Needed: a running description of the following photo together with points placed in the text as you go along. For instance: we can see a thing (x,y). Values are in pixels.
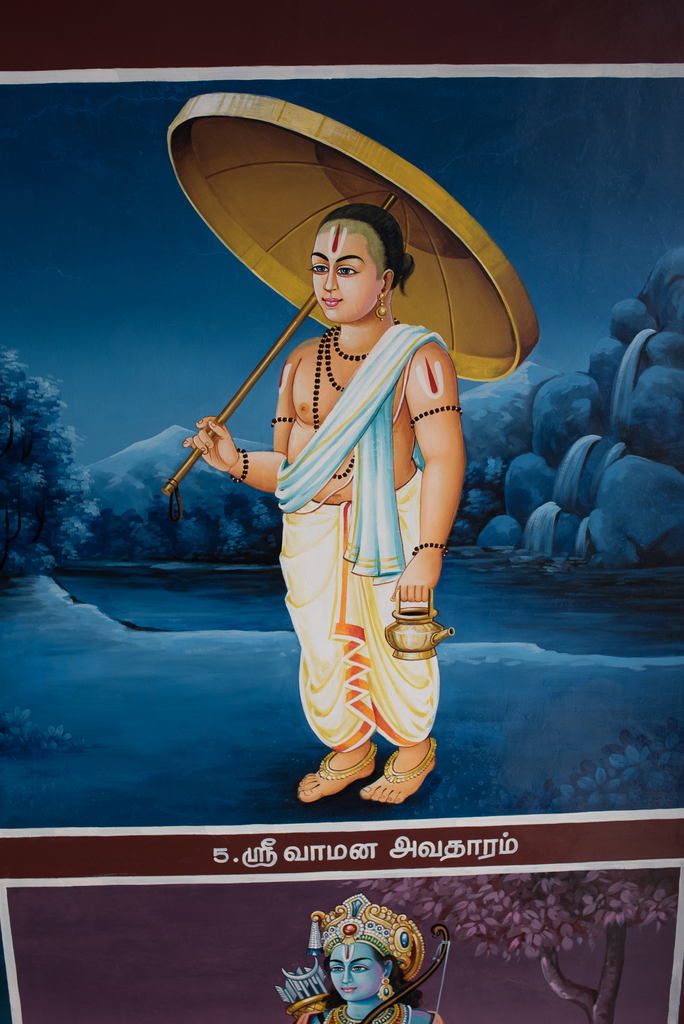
In this image I can see the person (329,559) standing and holding the umbrella (277,222) and the bowl (407,641). In the back (10,451) I can see trees (152,537), rocks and also the sky (83,230).
